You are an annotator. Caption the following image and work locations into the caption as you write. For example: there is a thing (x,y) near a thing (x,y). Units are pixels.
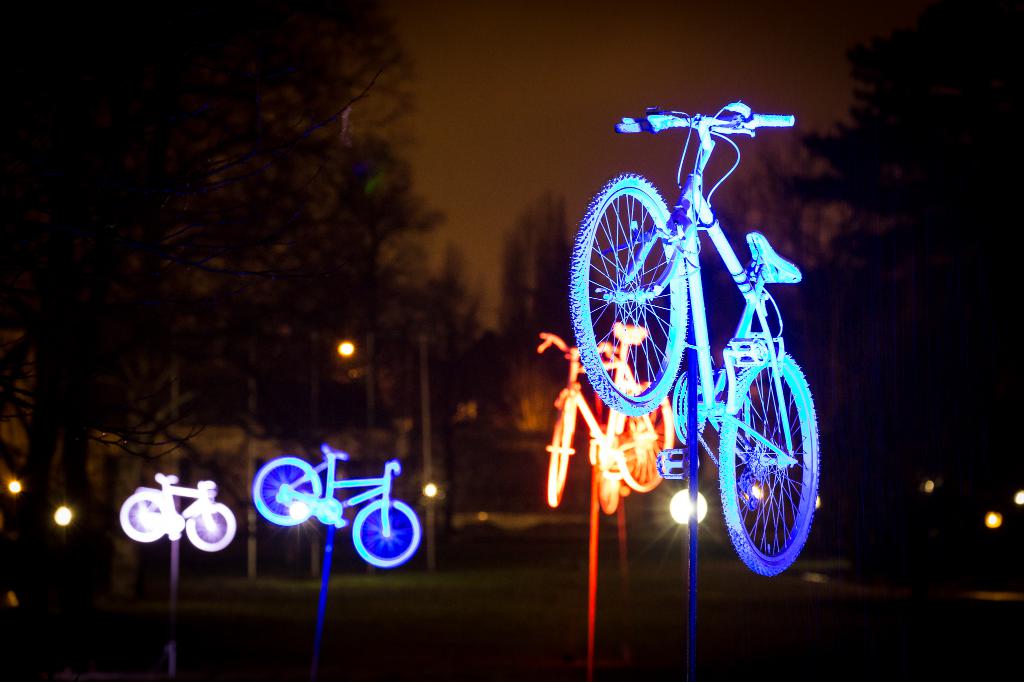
This is an image clicked in the dark. Here I can see few bicycles (641,448). In the background (155,266) there are few lights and trees (148,240).
